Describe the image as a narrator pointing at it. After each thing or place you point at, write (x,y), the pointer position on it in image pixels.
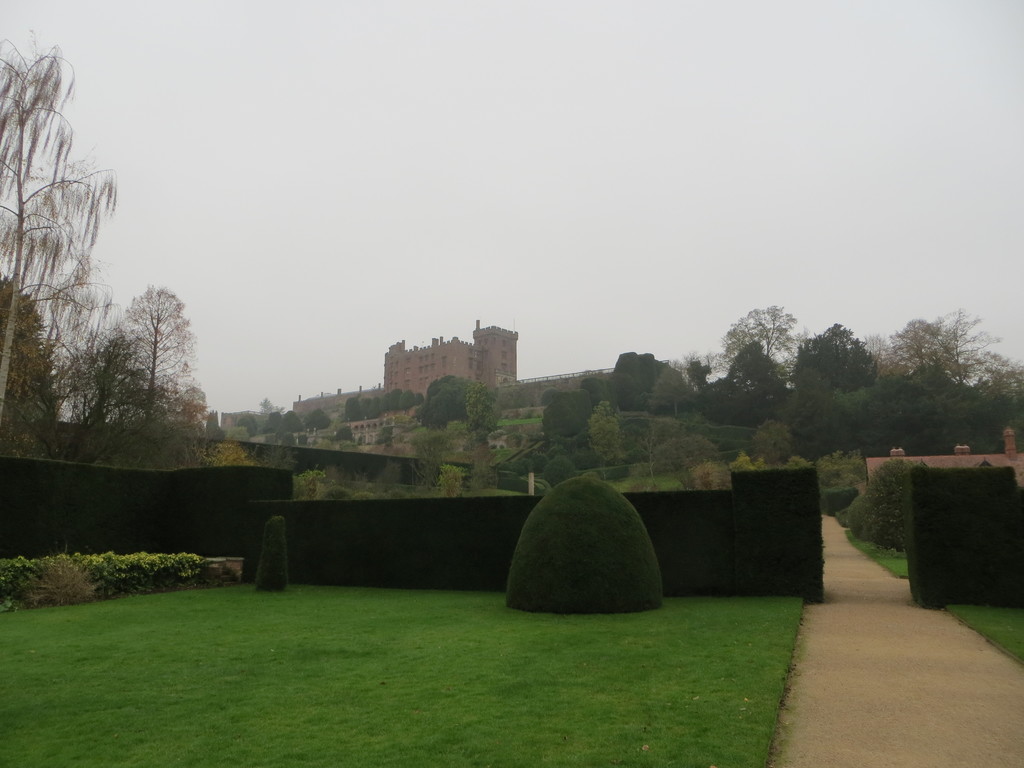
In the center of the image (349,397) there is a fort (422,376). At the bottom (492,578) we can see bushes (603,569), hedges (426,526) and trees (624,451). At the top (500,153) there is sky (459,142).
